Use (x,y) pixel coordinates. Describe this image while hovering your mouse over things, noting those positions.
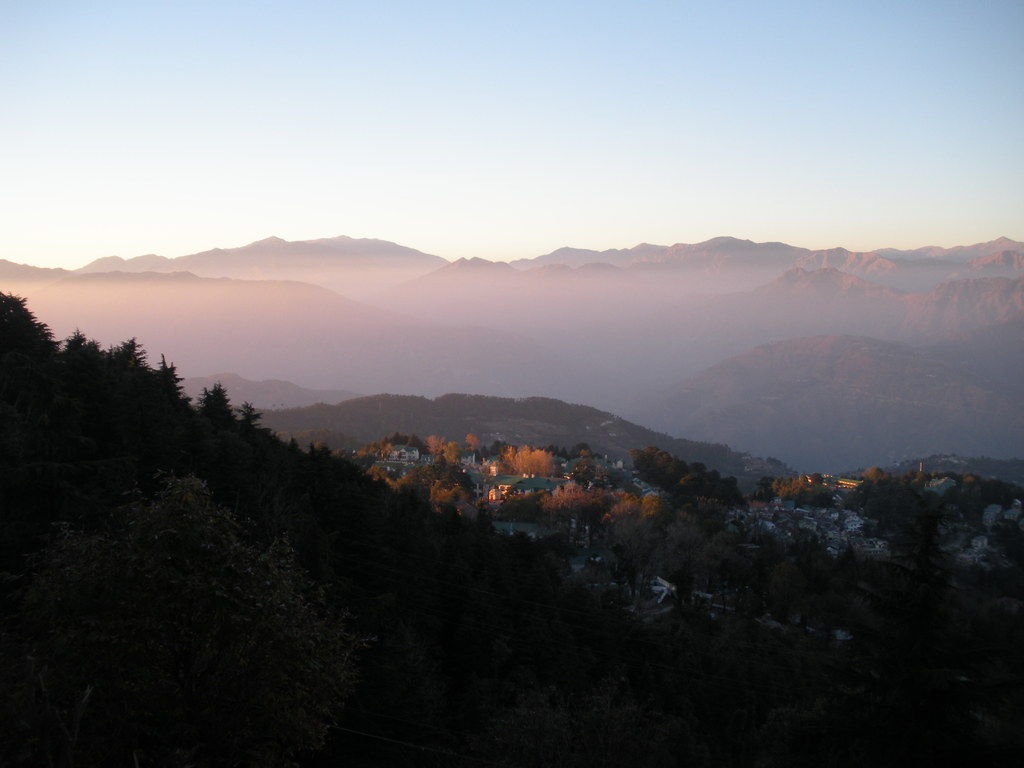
In this picture we can see mountains (334,305). On the bottom (186,617) we can see trees (183,550). Here we can see building (618,469), house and lights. At the top (434,93) there is a sky (504,90).
